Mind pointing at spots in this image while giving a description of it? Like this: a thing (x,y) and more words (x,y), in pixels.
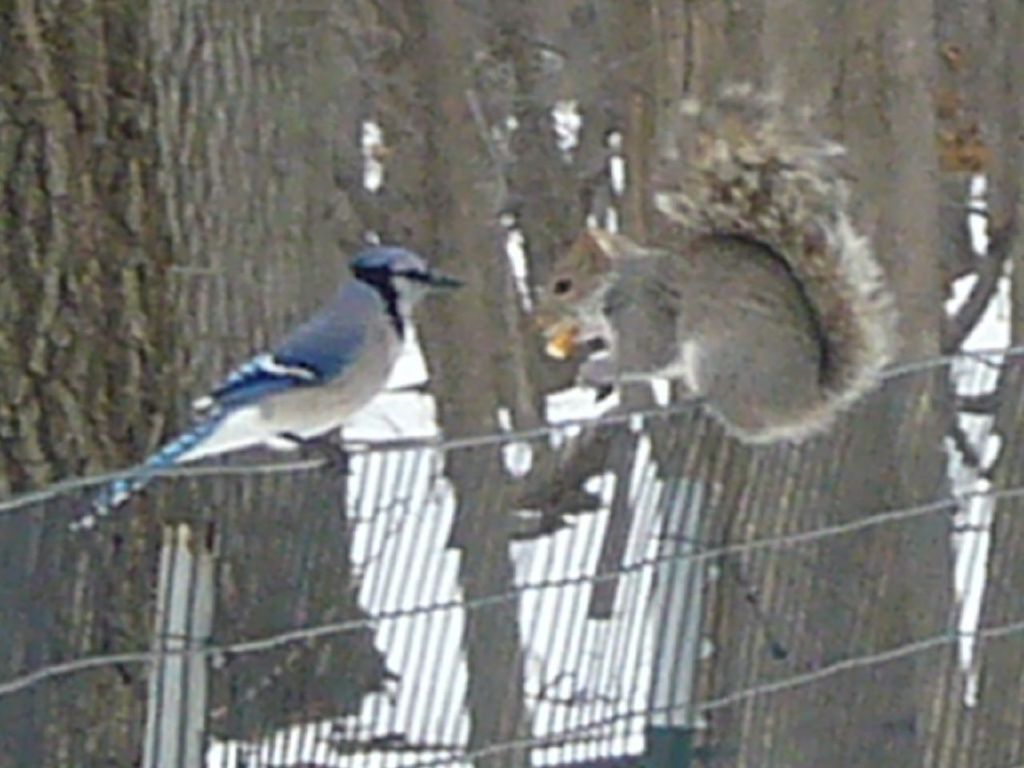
In this picture there is a bird (386,346) standing on a fence (405,447) and there are some other objects (452,141) in the background (626,107).
